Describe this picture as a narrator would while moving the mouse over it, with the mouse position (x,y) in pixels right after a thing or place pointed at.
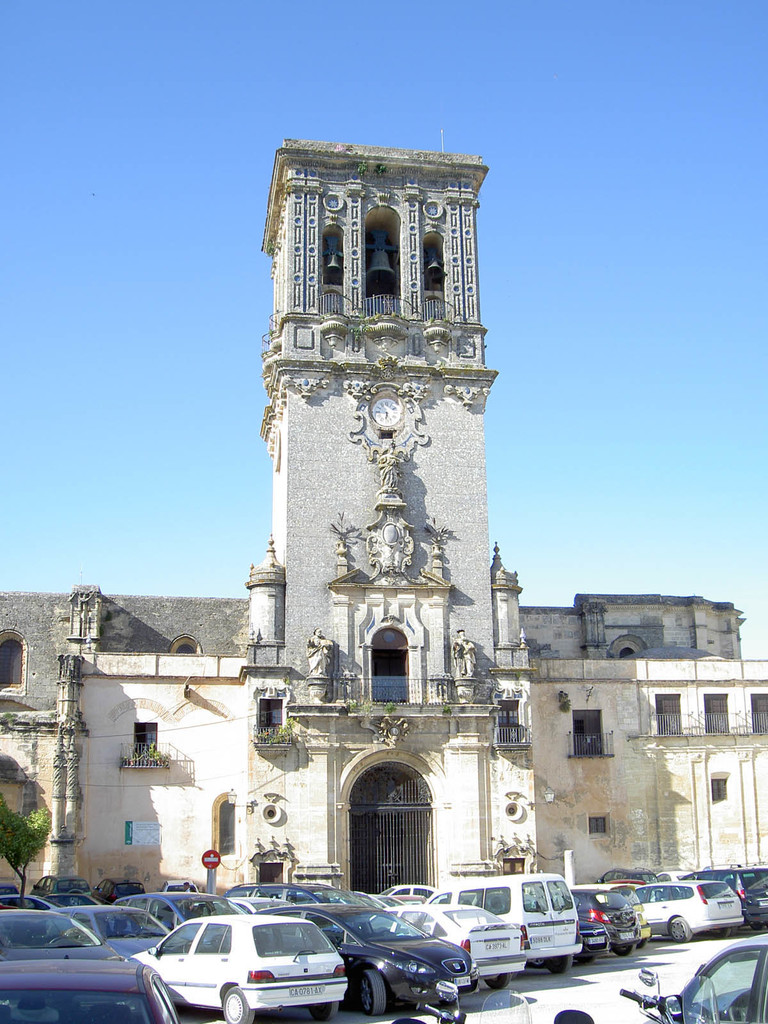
In this picture we can see vehicles (130,928) on the ground (610,975), building (412,357) with windows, plants (140,760), tree (13,853), statues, clock (377,399), bells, signboard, poster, grills (395,806) and in the background (130,199) we can see the sky (130,199).
